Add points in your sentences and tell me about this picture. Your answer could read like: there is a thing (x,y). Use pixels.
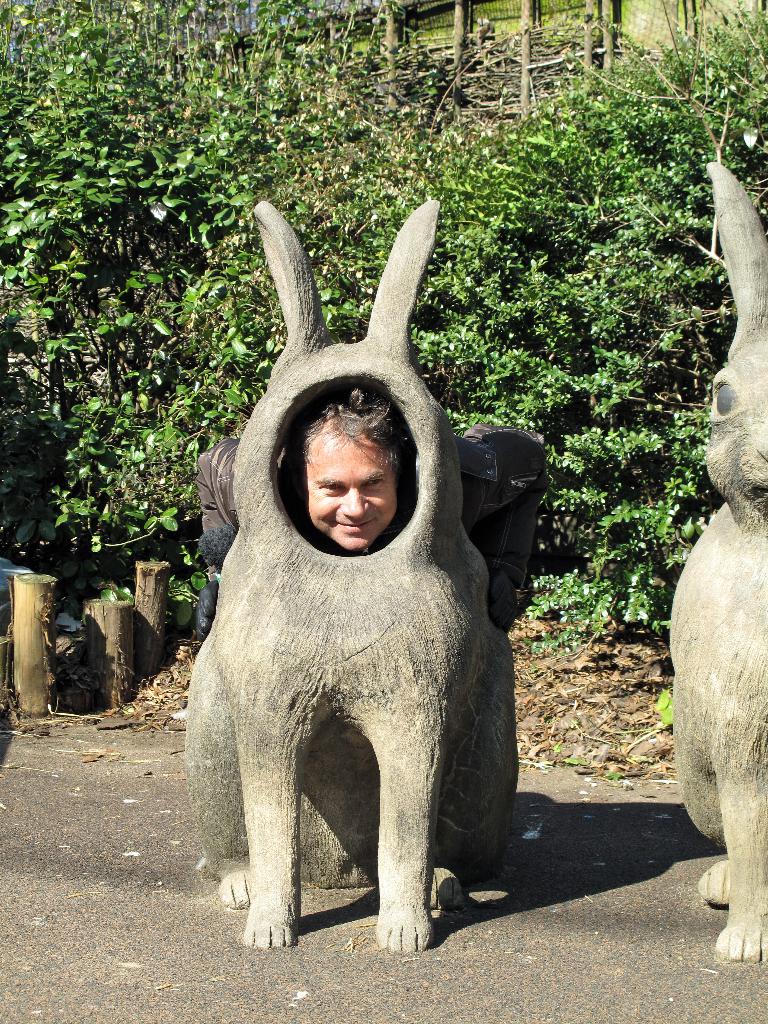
There is a rabbit statue (730,610) on the right side of the image (764,610) and a man (362,419) inside the rabbit statue (258,448) in the center (380,472), there is greenery (449,159) in the background (153,323) and small bamboos (102,625) on the left side (149,630).
